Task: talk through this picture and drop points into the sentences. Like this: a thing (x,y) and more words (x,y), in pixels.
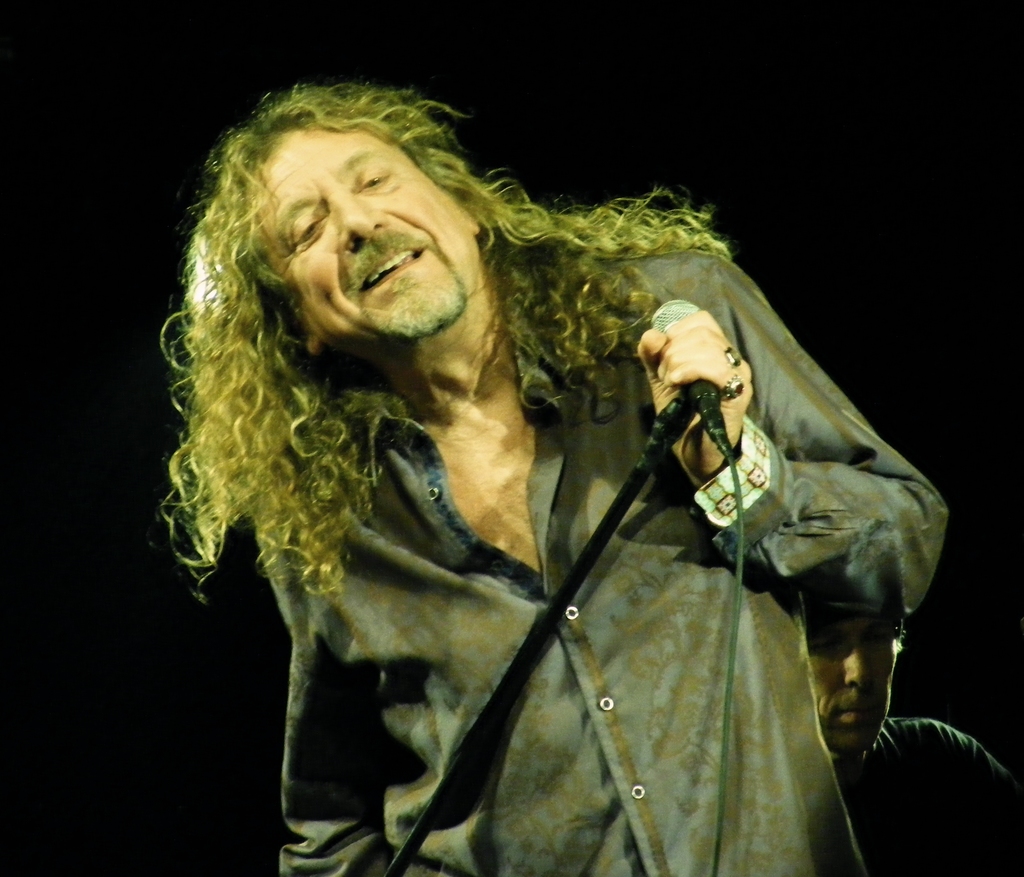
In this image in the center (435,417) is one person (611,635) who is holding a mike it seems that he is singing, and in the background (861,688) there is another person (864,722) and a wall (131,204).
